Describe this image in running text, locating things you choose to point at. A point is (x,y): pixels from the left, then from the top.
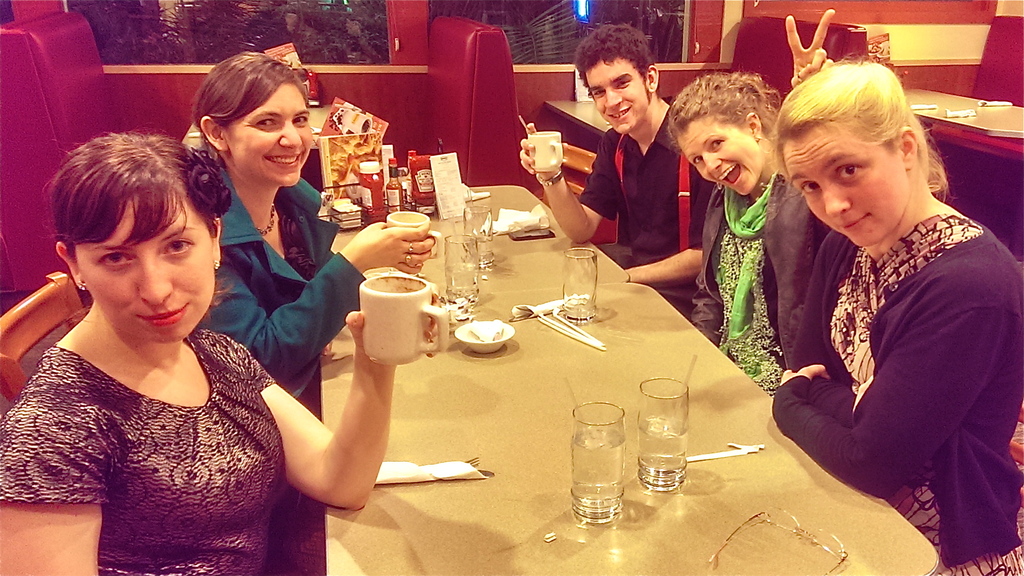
On the background (567,50) we can see windows (501,26) and trees (377,22) are visible through window glass (616,23). Here we can see few persons (273,268) sitting on chairs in front of a table (454,347) and they all hold a beautiful smile on their faces (729,185) and on the table (591,330) we can see water glasses (621,465), tissue papers (438,464), spectacles (826,547), bowl (465,337) and bottle (393,189). This woman (250,332) and this man (559,184) holding cups (545,155) in their hands (350,322).
